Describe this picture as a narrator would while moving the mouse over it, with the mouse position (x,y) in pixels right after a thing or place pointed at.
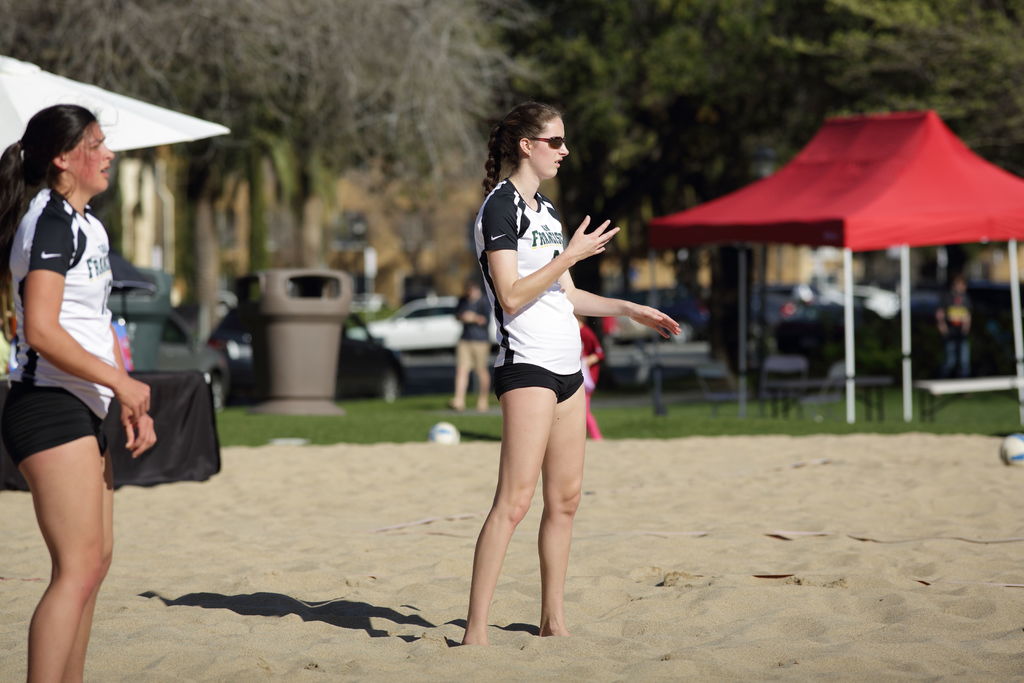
In the center (531,334) there is a woman (577,485) who is wearing, goggle (550,146), t-shirt (519,245) and short (563,391). On the left (72,612) we can see a another woman (73,527) who is wearing t-shirt (69,274) and short (60,396). Both of them were standing on the sand (873,558). On the background (455,312) we can see vehicles (874,312), dustbin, trees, persons (588,360) and other objects (439,261). On the right (722,375) we can see benches (989,382) under the red color shade (918,224). Here we can see grass (863,426).
